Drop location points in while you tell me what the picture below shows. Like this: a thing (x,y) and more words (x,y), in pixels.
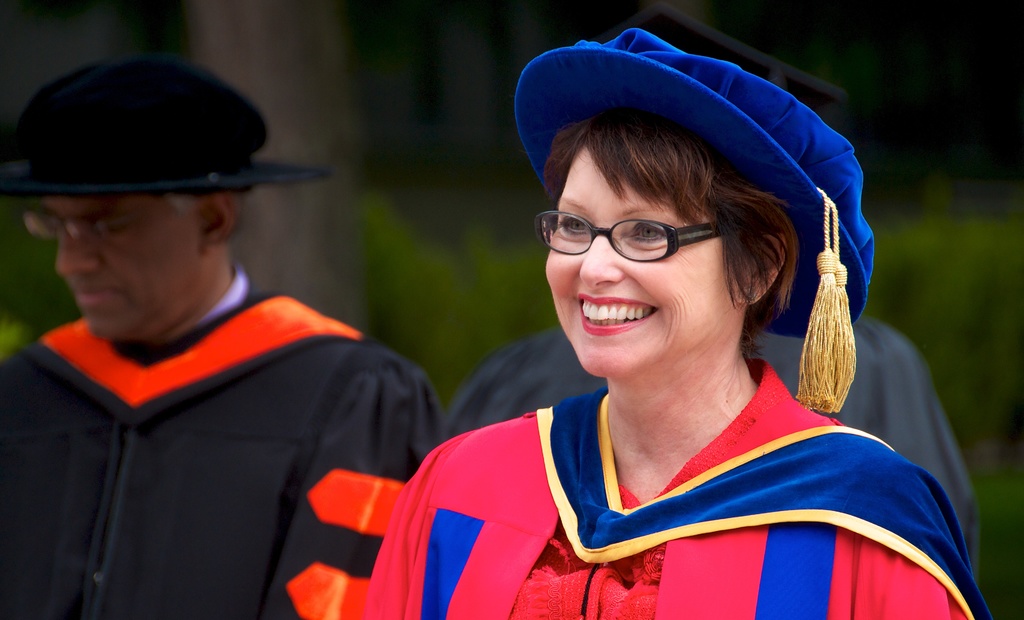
In this image, we can see some people (747,429) standing and they are wearing hats (780,123), in the background (970,405) we can see some plants (401,316).
